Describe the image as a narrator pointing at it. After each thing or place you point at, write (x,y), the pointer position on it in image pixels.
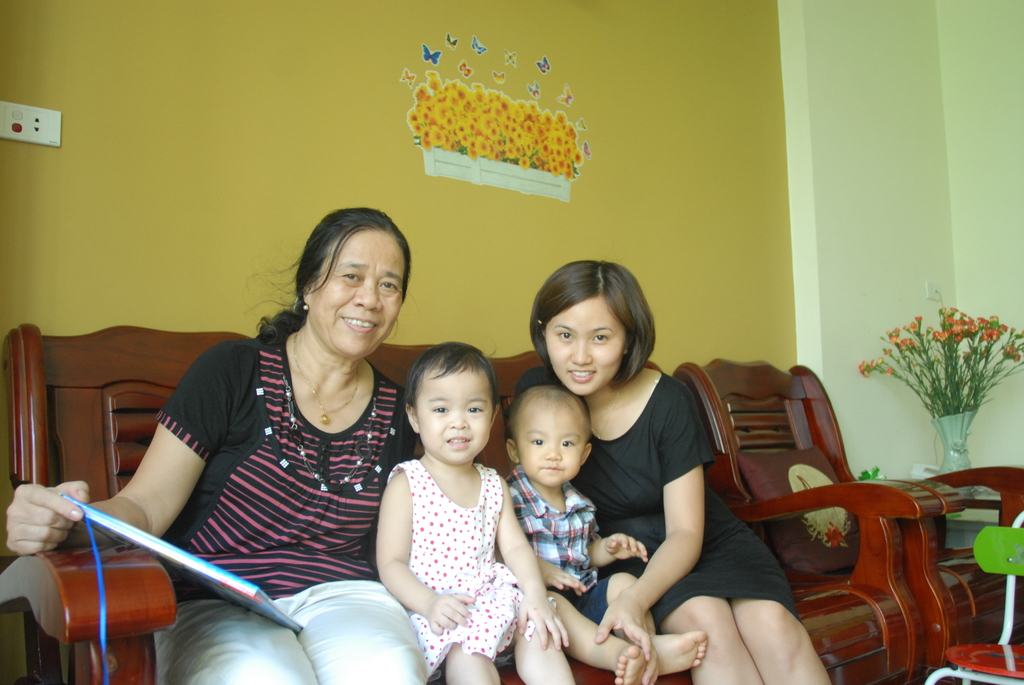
In this picture we can see two ladies (192,384) and two kids (555,404) sitting on the sofa (496,457) and behind them there is a wall poster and a flower vase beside them.
